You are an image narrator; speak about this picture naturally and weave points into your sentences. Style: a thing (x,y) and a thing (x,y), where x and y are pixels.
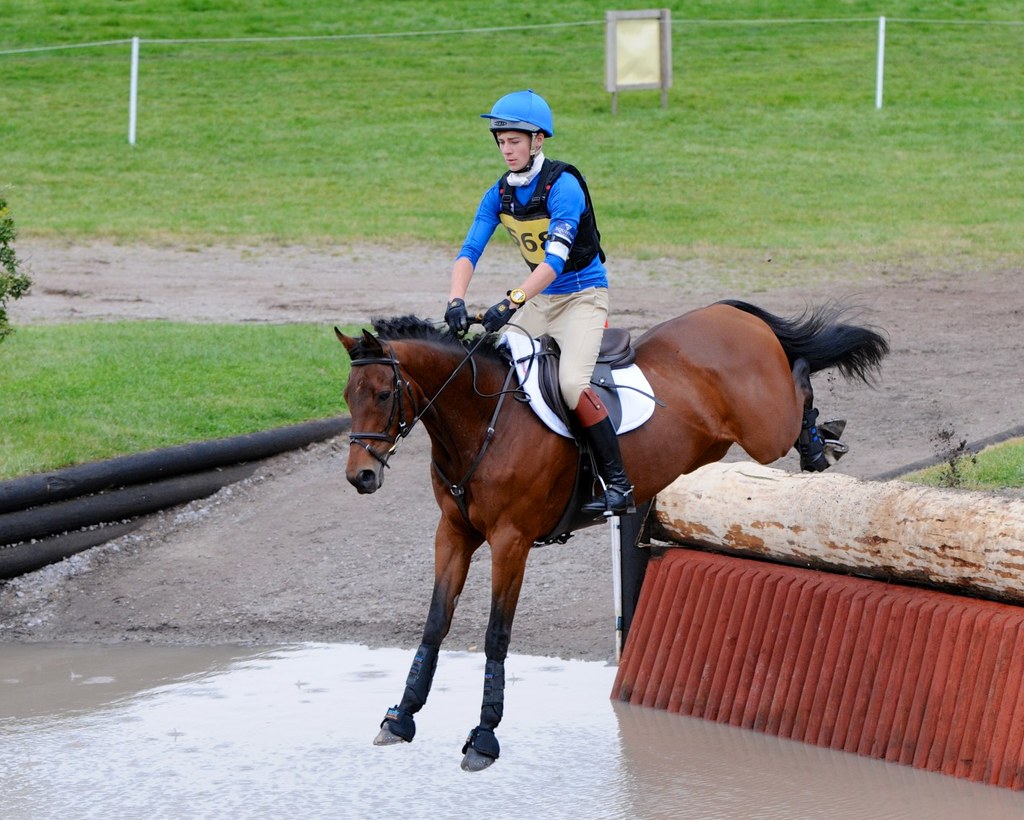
In this picture we can see a man (507,146) is seated on the horse (518,453) and he wore a helmet (540,111), at the bottom of the image (697,745) we can see water (312,694), in the background (471,143) we can find grass (460,160) and few pipes (118,466).
